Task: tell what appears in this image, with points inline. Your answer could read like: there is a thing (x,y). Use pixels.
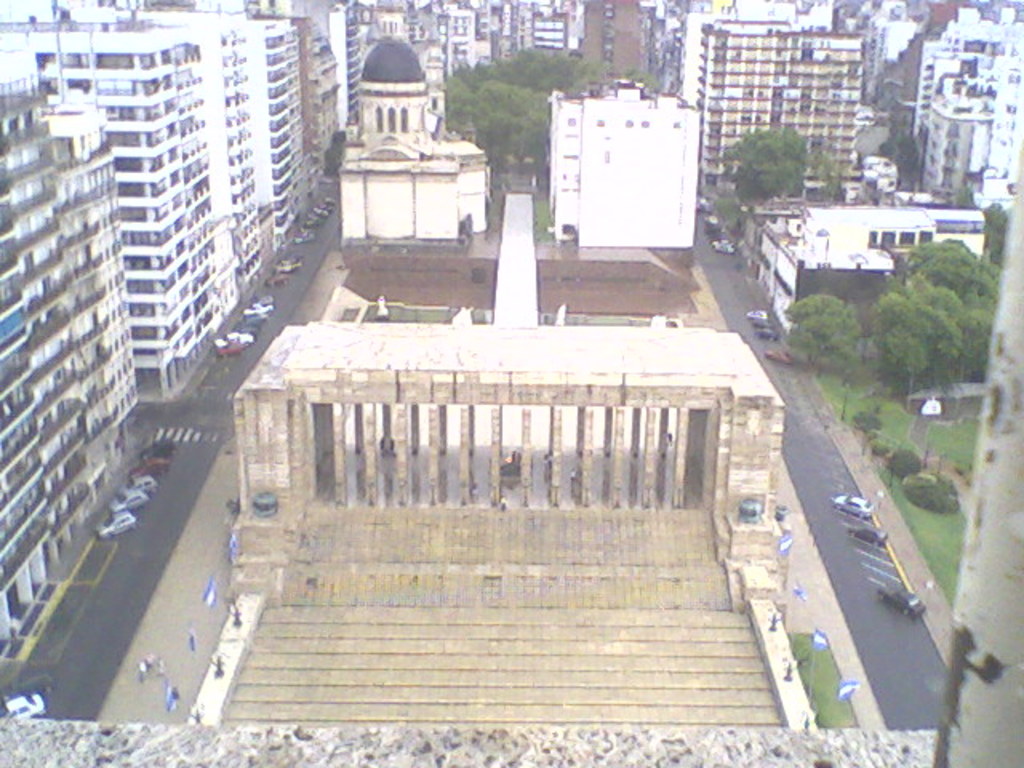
In this image I can see number of buildings (924,154). On the both side of this image I can see roads (790,416) and on these roads (40,671) I can see number of vehicles (325,204). On the top (461,108) and on the right side of these image I can see number of trees (764,145). I can also see number of flags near these roads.
